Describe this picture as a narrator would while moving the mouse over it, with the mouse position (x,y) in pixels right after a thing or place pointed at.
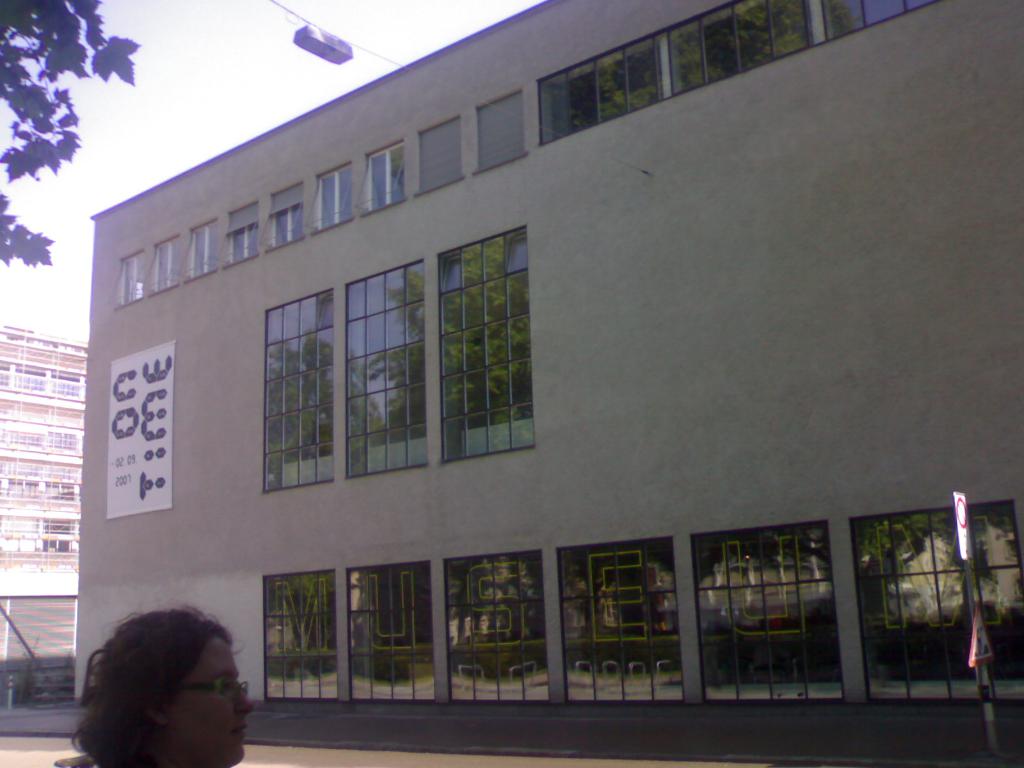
In this image there are buildings (585,528), at the bottom of the image (217,664) we can see the head (144,666) of women (196,644), there is a pole (965,571) with some banners (974,628) on it. On the left side of the image (21,175) we can see the leaves (6,232) of a tree (21,237), at the top of the image (324,58) there is an object (315,38) hanging on the wire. In the background (155,101) there is a sky (94,147).
